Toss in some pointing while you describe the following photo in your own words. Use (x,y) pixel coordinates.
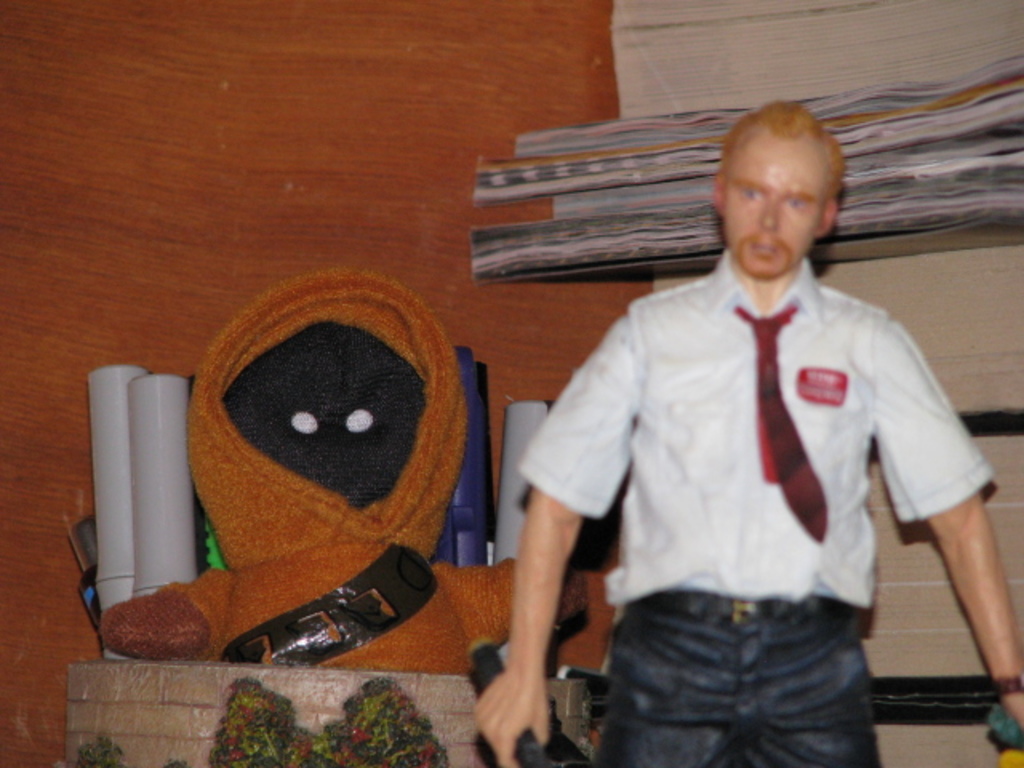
In the picture we can see a mannequin of a man (652,351) with white shirt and red tie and blue trouser (629,722) and beside it, we can see a doll (304,657) on the table (300,681) and some things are placed and beside it we can see a wall (571,305) with a rack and some papers (859,178) on it.
